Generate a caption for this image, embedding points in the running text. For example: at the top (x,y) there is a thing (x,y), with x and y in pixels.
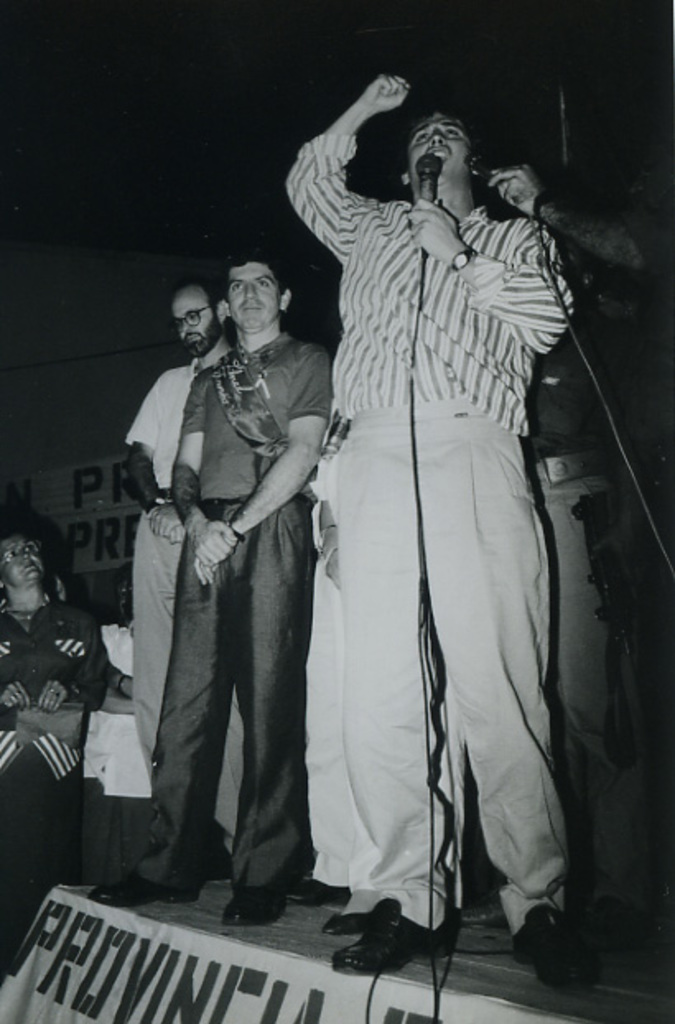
In this image I can see few people (146,494) around. In front (389,288) I can see a person (398,290) is standing and holding mic (425,180). The image is in black and white.
